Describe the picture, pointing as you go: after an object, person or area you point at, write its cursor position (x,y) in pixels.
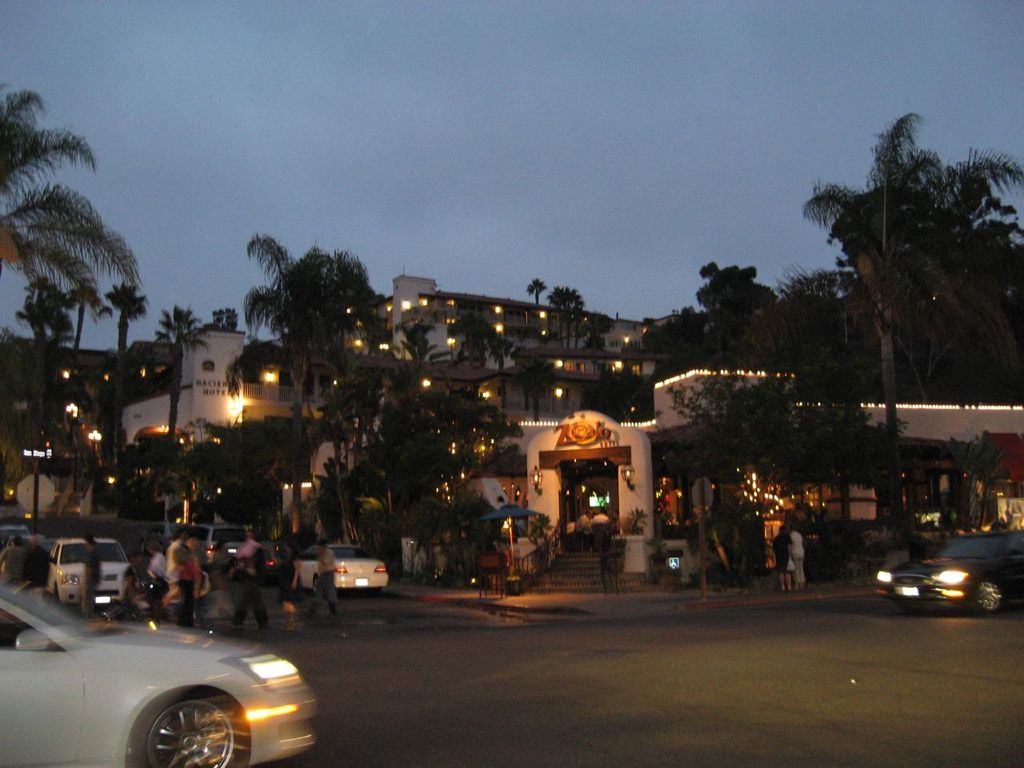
In this picture I can see there are some vehicles (192,670) moving on the road (614,671) and in the backdrop (590,583) I can see there are buildings (190,416) here and there are lights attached here to the buildings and there are trees (421,420) here.
